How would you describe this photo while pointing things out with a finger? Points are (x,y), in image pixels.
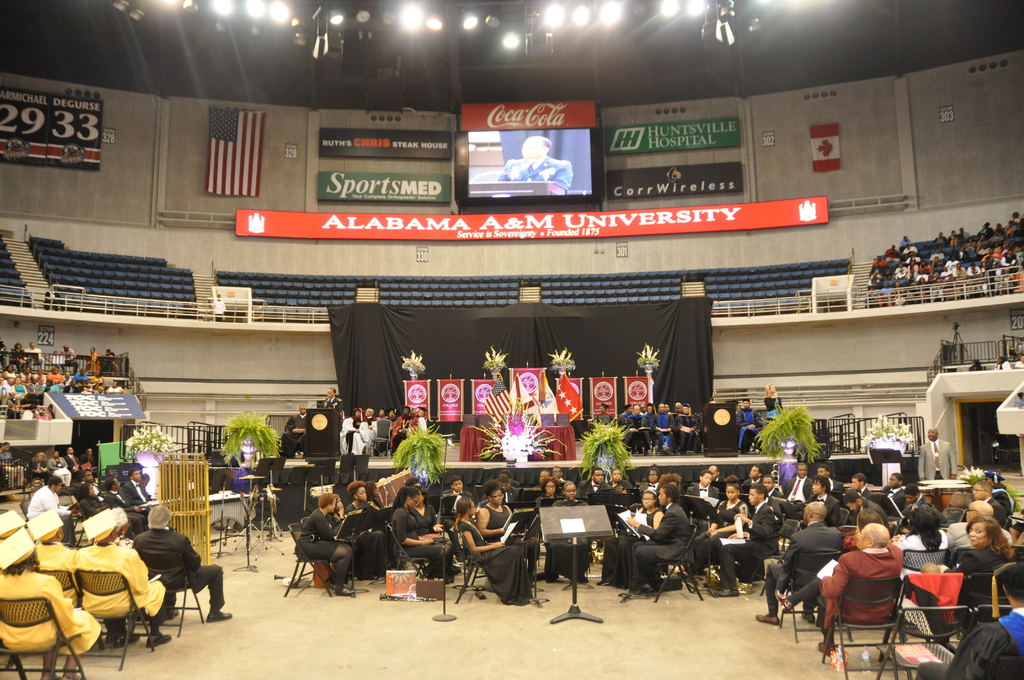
In front of the image there is a board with a paper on a stand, behind that there is a group of people (417,536) sitting in chairs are playing some musical instruments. Behind them there is a stage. On the stage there is a person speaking at the podium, behind him there are flower pots (508,450), tables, and a few other people (647,406) sitting in chairs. Behind them there are flags (542,412) and banners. On the right side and the left side of the image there are few other people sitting in chairs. At the top of the image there are a few people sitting in stands (172,271) and there are some empty chairs (172,271). Behind them there are flags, sponsor boards (340,173), name boards (789,215) and a screen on the wall (317,116). At the top of the image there are focus lights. On the surface (563,584) there are plants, metal gates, speakers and some other objects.
